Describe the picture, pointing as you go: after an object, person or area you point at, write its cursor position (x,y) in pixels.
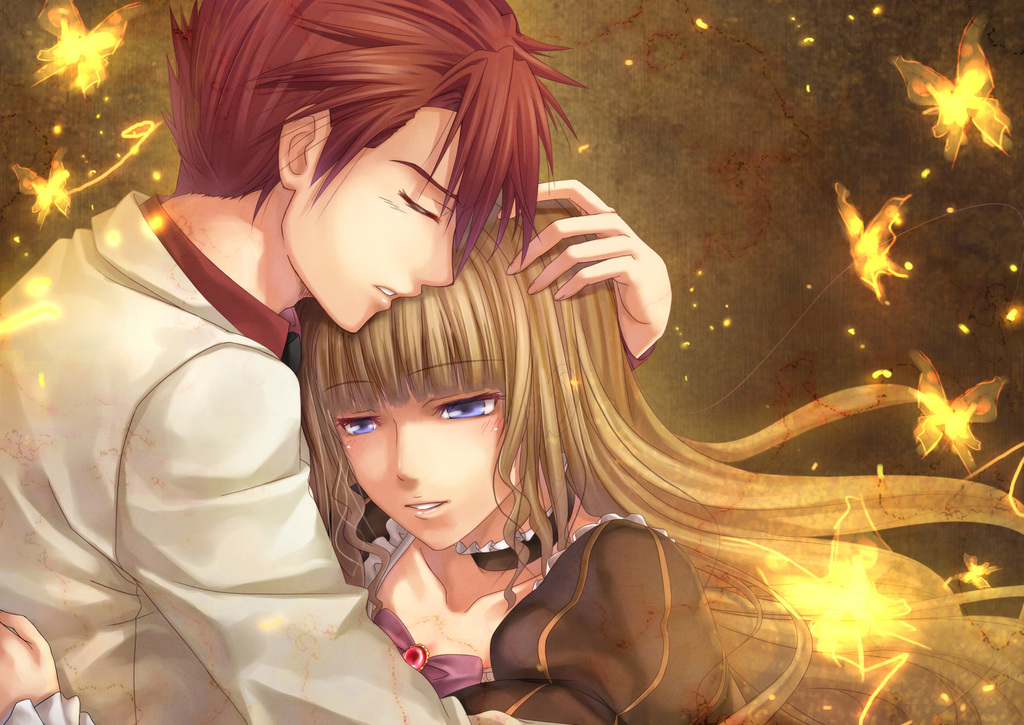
In this image I can see the digital art of a person (140,415) wearing cream colored dress (130,459) and a woman (538,627) wearing black and pink colored dress (582,663). I can see few gold colored objects (1013,488) and the brown colored background (677,138).
